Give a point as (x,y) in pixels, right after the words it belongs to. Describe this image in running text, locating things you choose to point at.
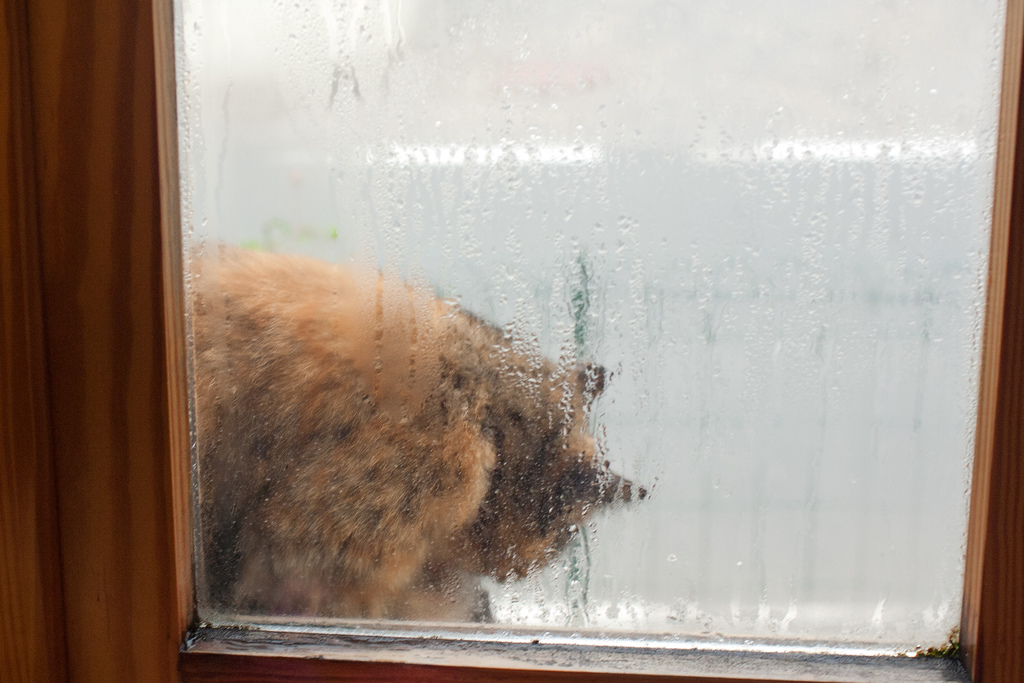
In this image we can see a glass window (672,586). On the glass window (586,260) there are water droplets (547,257). Through the glass window (677,448) we can see an animal (384,424).
